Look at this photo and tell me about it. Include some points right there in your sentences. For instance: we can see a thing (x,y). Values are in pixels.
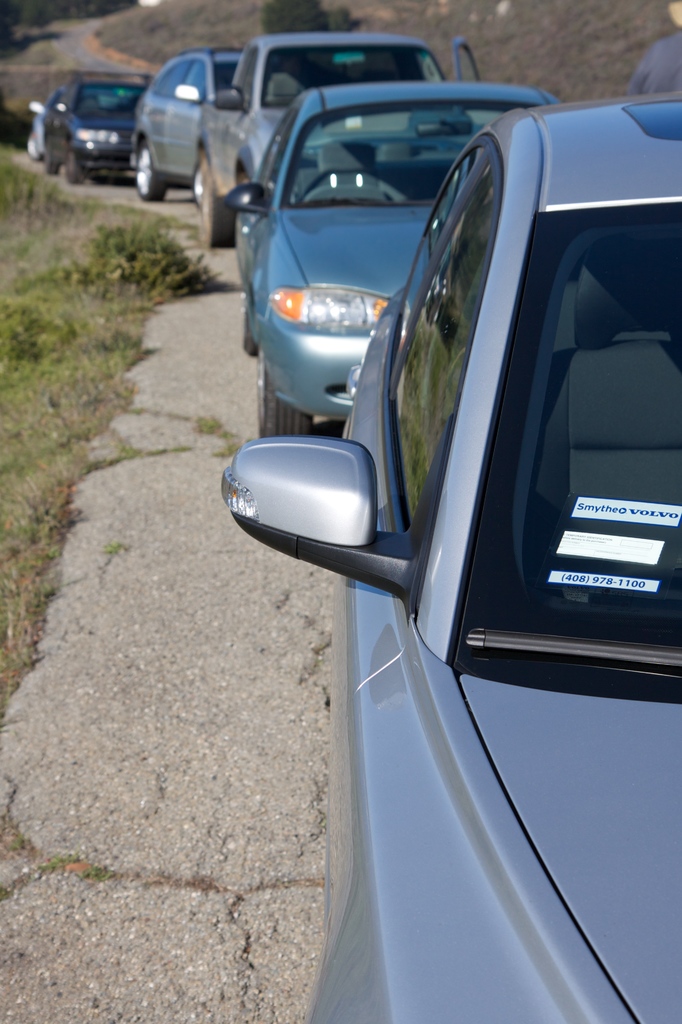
In this image there is a road (194,552), on that road (128,201) there are cars (229,129), on the left side (52,301) there is grass (67,245) in the background (297,21) there is a hill (536,35).
